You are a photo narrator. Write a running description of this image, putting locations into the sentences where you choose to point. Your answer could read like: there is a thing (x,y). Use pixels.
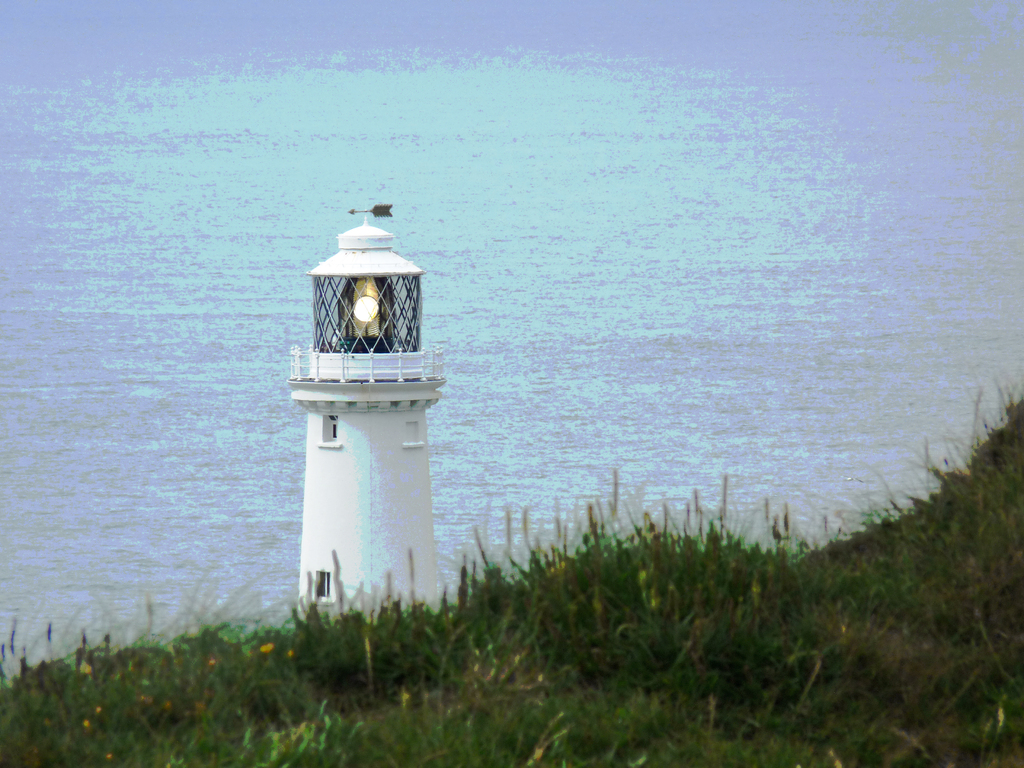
In this image in front (622,631) there is grass (675,652) on the surface (637,640). In the center of the image (423,441) there is a lighthouse (350,496). In the background of the image (660,169) there is water (726,311).
